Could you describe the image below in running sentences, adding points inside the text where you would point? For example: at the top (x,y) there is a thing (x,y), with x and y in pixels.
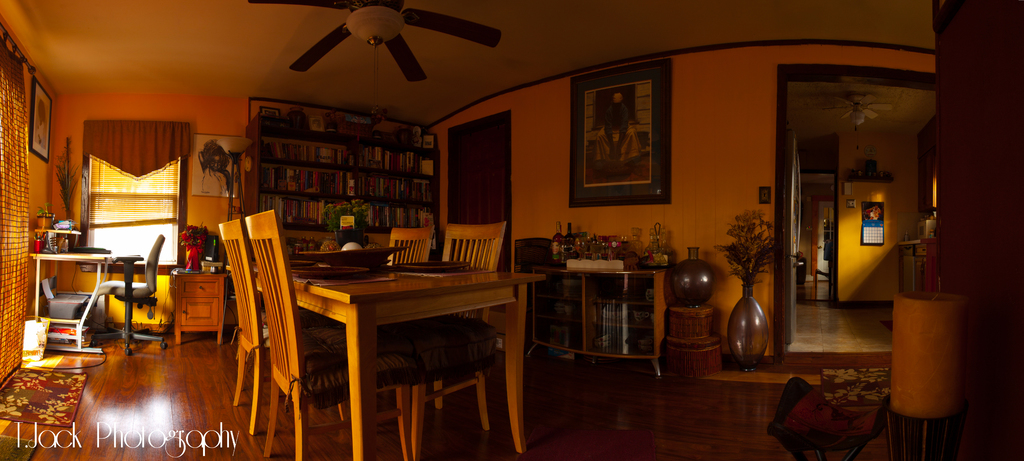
In this image we can see a dining table (360,266). On the table (310,298) we can see few objects (346,275). Behind the table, we can see a group of books (402,185) on the racks (323,143). There is a wall (540,128) behind the table (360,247) and on the wall (545,115) we can see a frame (647,119). In front of the wall (542,223) we have vases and few objects (557,240) on the table (638,299). On the left side (20,96), we can see windows (96,243), tables (61,286) and curtains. On the tables (186,276) we can see few objects (75,252). At the top (216,66) we can see the roof (317,84) and a fan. On the right side (890,292), we can see a wall (886,260), a door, a shelf (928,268) with objects (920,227). On the wall (897,221) we have a poster (873,208). In the bottom left (38,430) we have some text (150,435).
